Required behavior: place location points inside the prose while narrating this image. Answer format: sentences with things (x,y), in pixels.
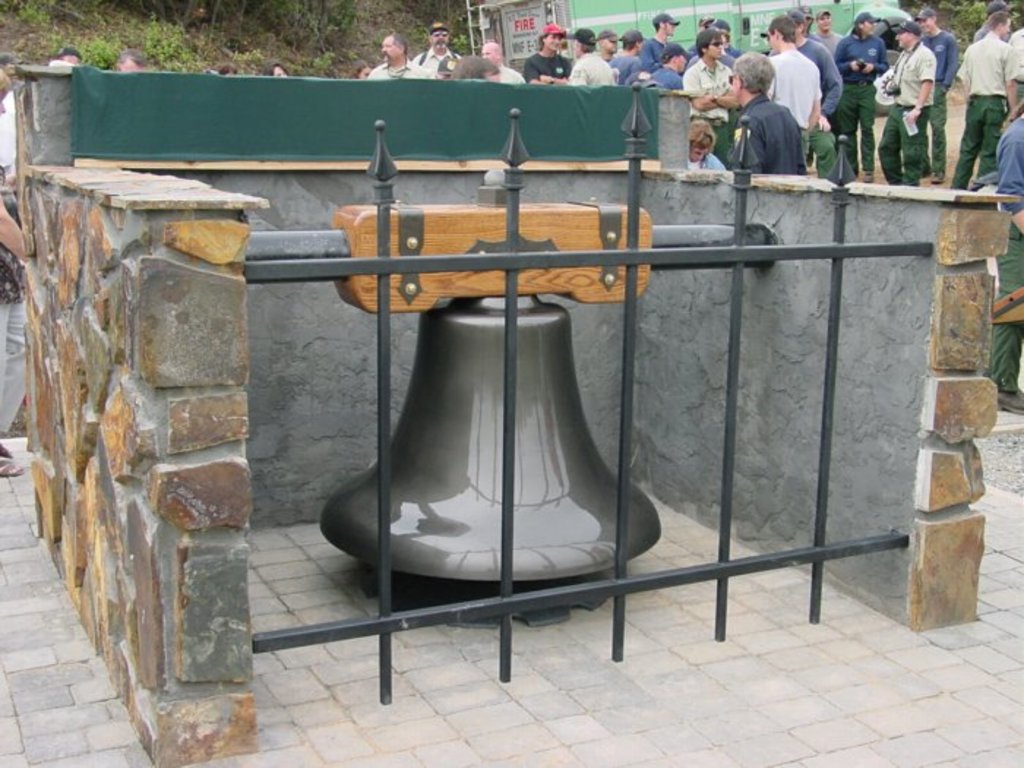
Here I can see a wall (693,353) and a railing (388,470). In the middle (494,486) there is an object (487,447) which seems to be a bell (544,457). In the background (561,84), I can see a crowd of people (849,104) standing and there is a truck (615,9). At the top of the image (250,23) there are many plants (193,29) on the ground (117,10).
